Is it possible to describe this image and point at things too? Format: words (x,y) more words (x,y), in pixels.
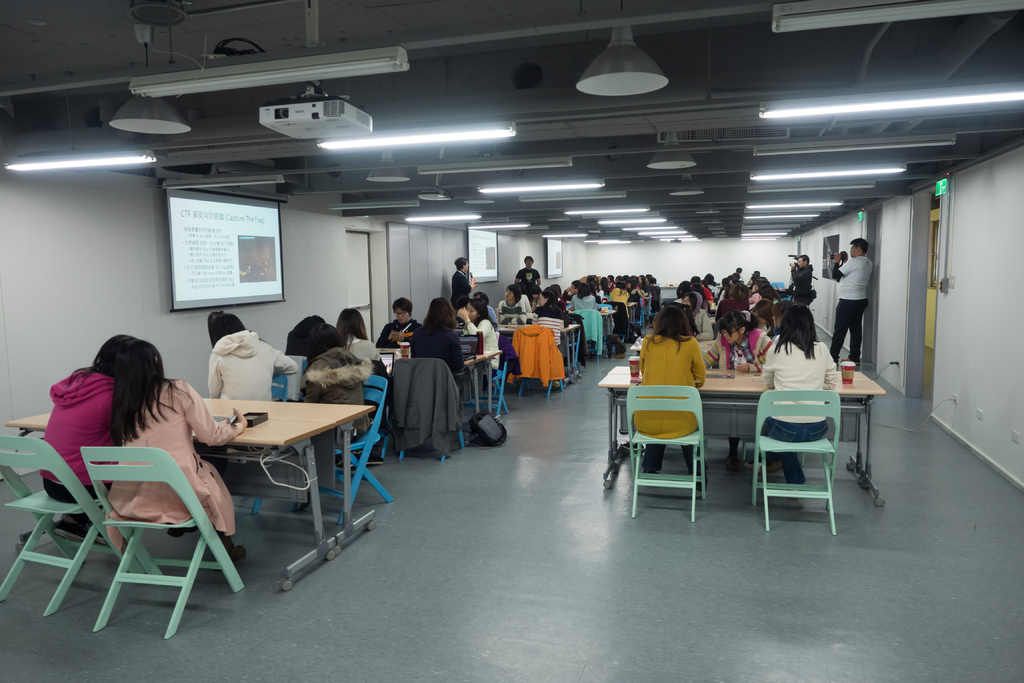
On top (123,159) there are lights (352,147). Screens (192,270) on wall (107,258). Most of the persons (159,415) are sitting on chairs (144,474). On this chair (418,415) there is a jacket (435,385). Beside this table (473,378) there is bag (485,419). We can able to see number of tables (273,469), on this tables (283,421) there are laptops (379,362) and cups (847,372). These 2 persons (855,320) are standing and holding a camera (846,257). These 2 persons (524,284) are standing in-front of this screen (488,252).
